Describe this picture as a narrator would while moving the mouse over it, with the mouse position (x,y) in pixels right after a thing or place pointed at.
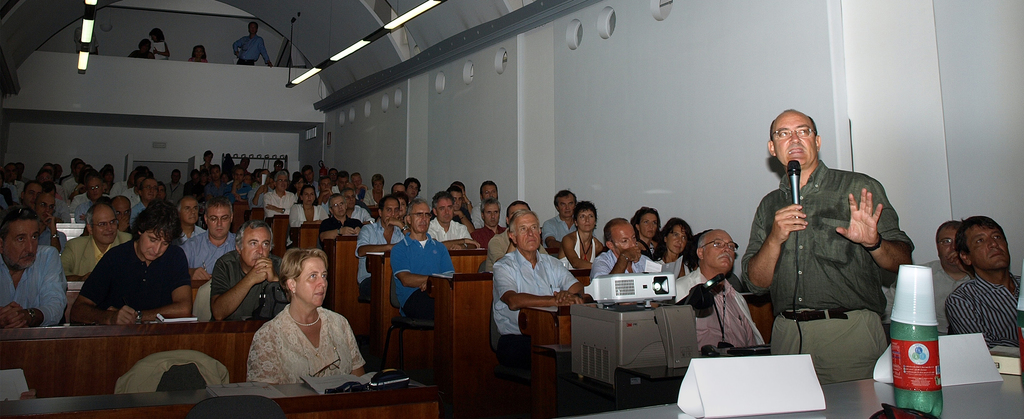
A group of people (158,245) sitting on a chair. In-front of this person (232,274) there are tables (150,330), on this table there is a book (184,317), projector (639,351), bottle (904,348) and cup (923,299). This man (834,274) is holding a mic (794,184) and wore spectacles (792,132). Far on top (258,49) this persons (154,48) are standing. A jacket (202,359) on chair (168,387).
